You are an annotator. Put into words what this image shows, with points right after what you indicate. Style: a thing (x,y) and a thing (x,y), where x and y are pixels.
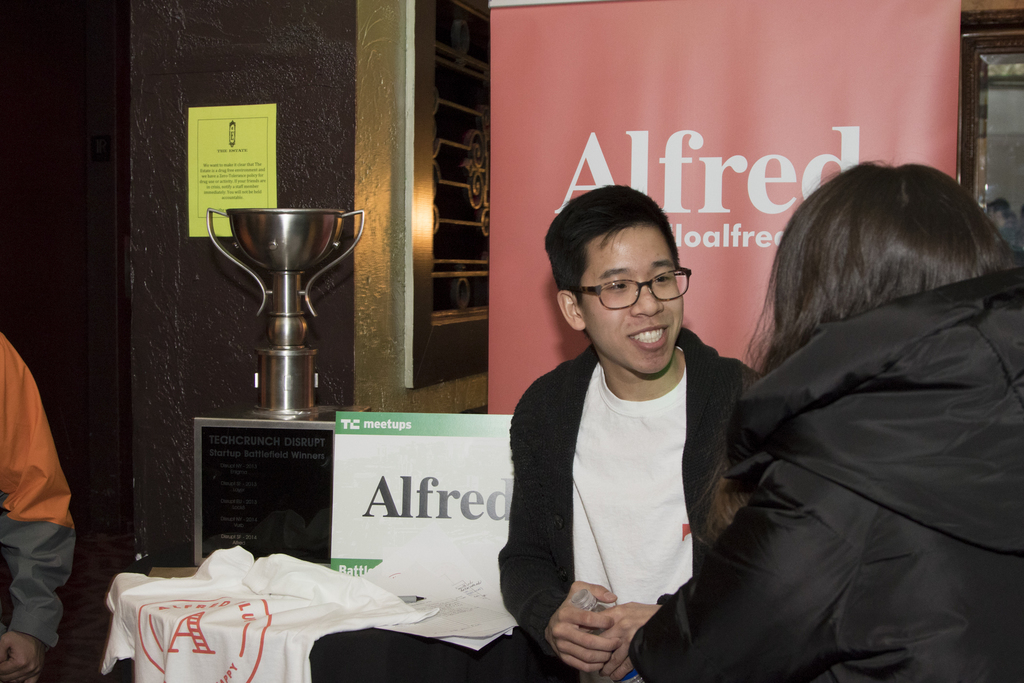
In this image on the right side (795,319) there are two people (606,361), one person (659,353) is smiling and he is holding a bottle (600,610). And on the left side (32,465) there is another person (32,465) and some t-shirts (212,604), cup (301,216) and some boards (446,452). On the boards (423,486) there is text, and in the background (404,156) we could see a wall (361,102), and poster (231,143). On the poster (209,156) there is text (214,176).
